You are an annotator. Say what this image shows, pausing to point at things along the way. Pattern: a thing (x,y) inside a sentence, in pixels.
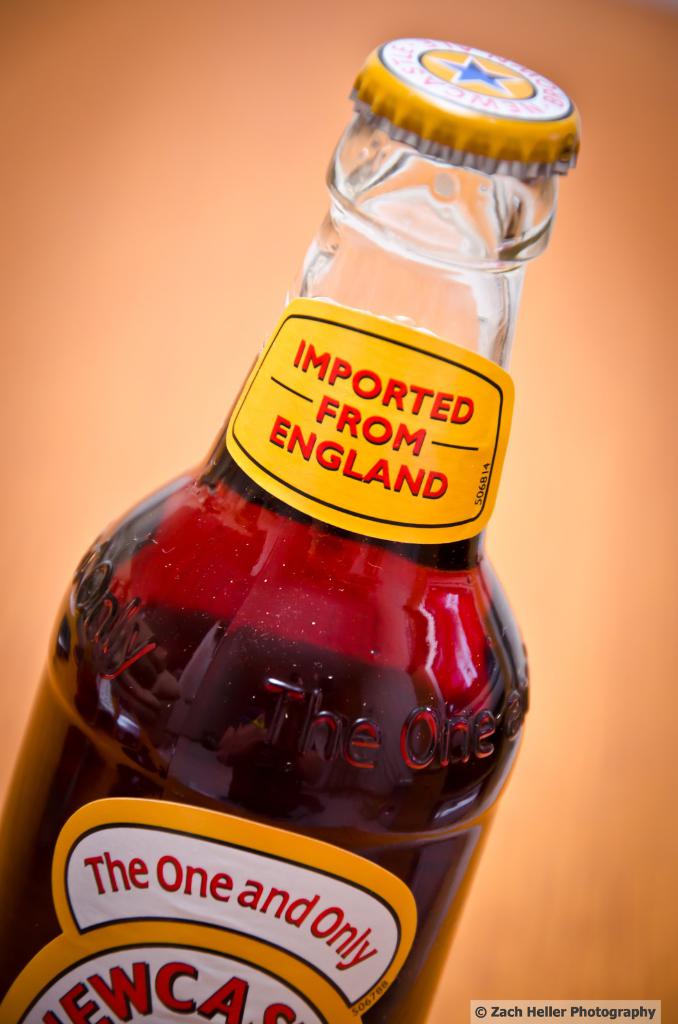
This picture is mainly highlighted with a bottle (503,450) with a cap (464,117). Inside it we can see red colour liquid (310,757). This is imported from england.
